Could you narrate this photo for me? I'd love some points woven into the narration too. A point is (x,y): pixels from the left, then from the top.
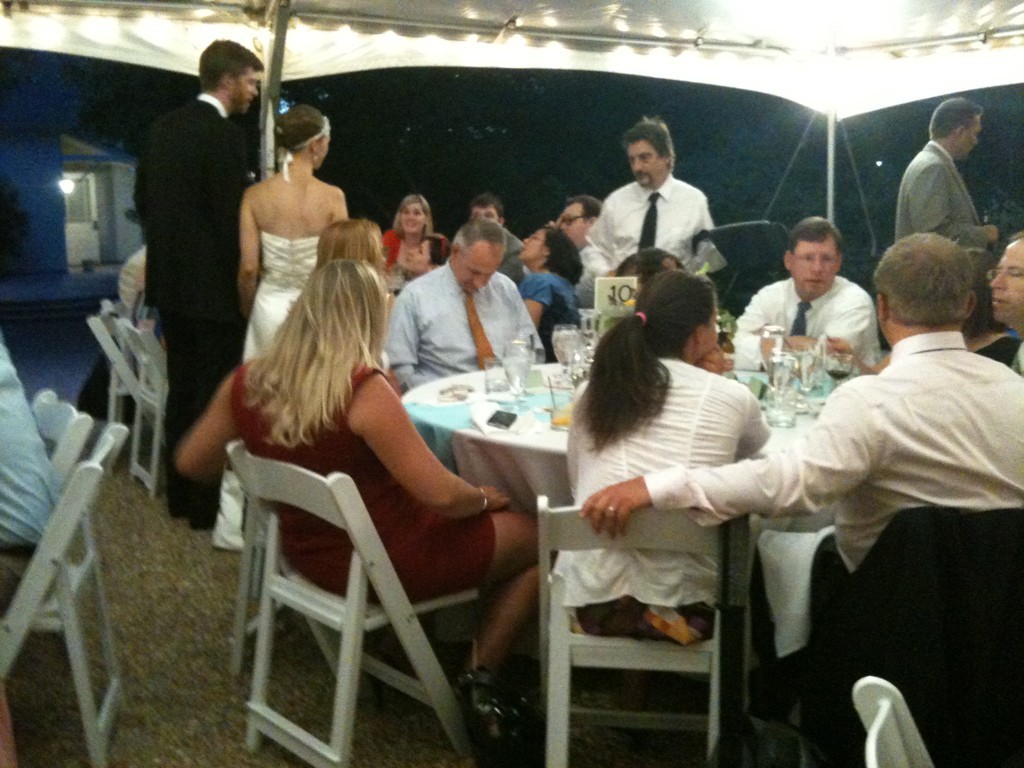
In this image I can see few people (290,423) are sitting on the chairs (569,540) around the table (543,389) on which few glasses (500,388) and bowls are placed. Also I can see few people (196,192) are standing under the tent (394,36). On the left side of the image (82,221) there is a building (71,243).
